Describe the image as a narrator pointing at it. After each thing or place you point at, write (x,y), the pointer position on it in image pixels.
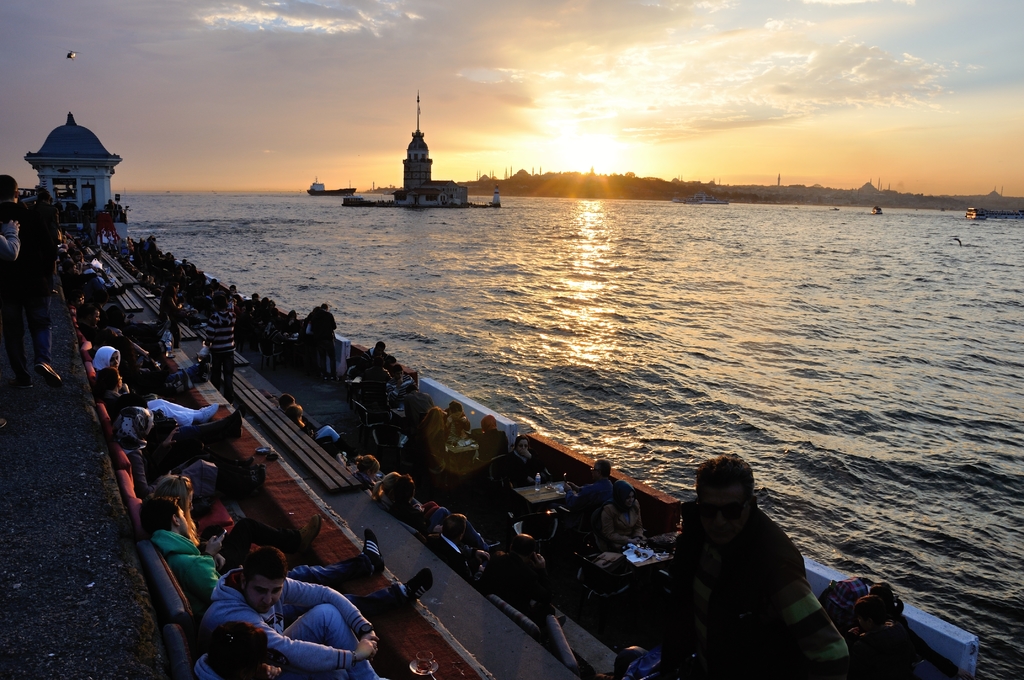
In this picture I can see number of people (21,204) in front (31,226) and I see most of them are sitting on chairs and few of them are standing and I see few tables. In the background (1019,239) I can see the water (639,265), on which I can see a building (413,198) and I see few boats (312,185). On the top of this picture (375,100) I can see the cloudy sky (306,55) and I can also see the sun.
